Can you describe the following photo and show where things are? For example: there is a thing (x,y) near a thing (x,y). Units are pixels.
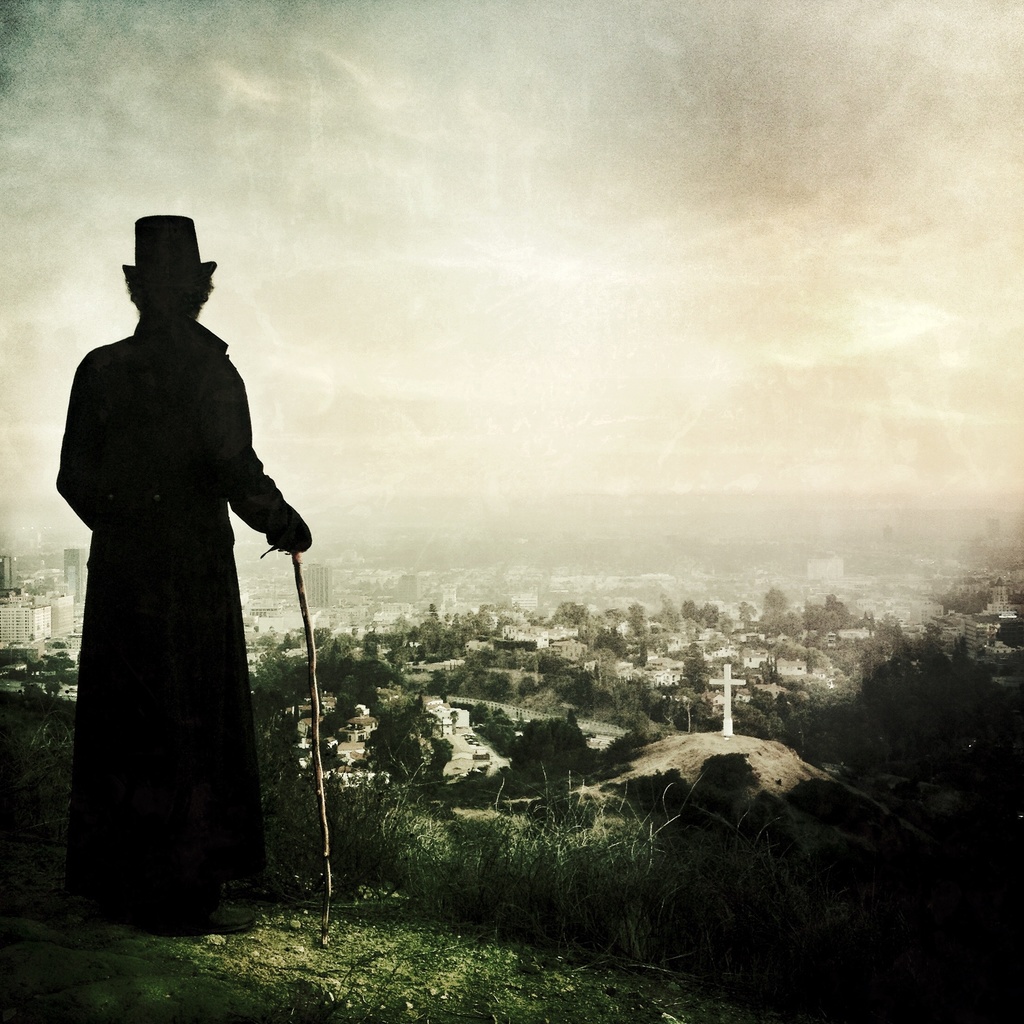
I see this is an edited image and I see a person (178,304) over here who is holding a stick (328,923) and I see the grass (337,799). In the background (30,628) I see the buildings (421,601) and the trees (412,771) and I see the sky (614,100).
